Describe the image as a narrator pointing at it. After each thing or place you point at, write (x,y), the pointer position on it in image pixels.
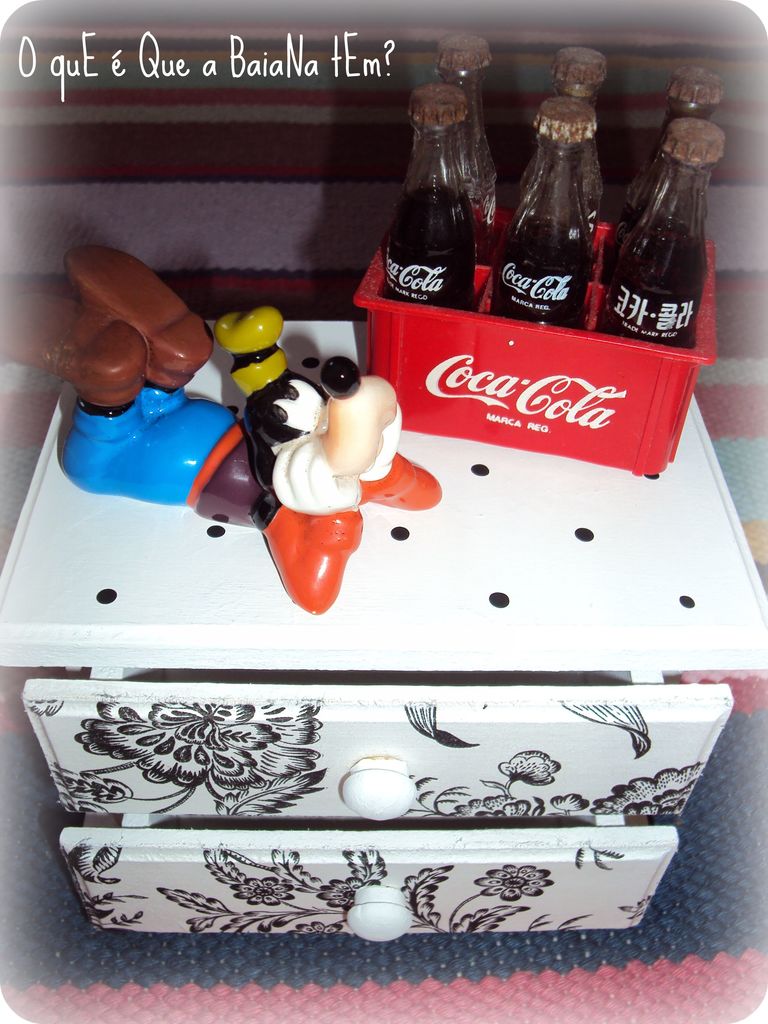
In this picture we can see six coca cola bottles (578,274) in the box (544,405). And this is the toy (314,513) on the table (568,728).
